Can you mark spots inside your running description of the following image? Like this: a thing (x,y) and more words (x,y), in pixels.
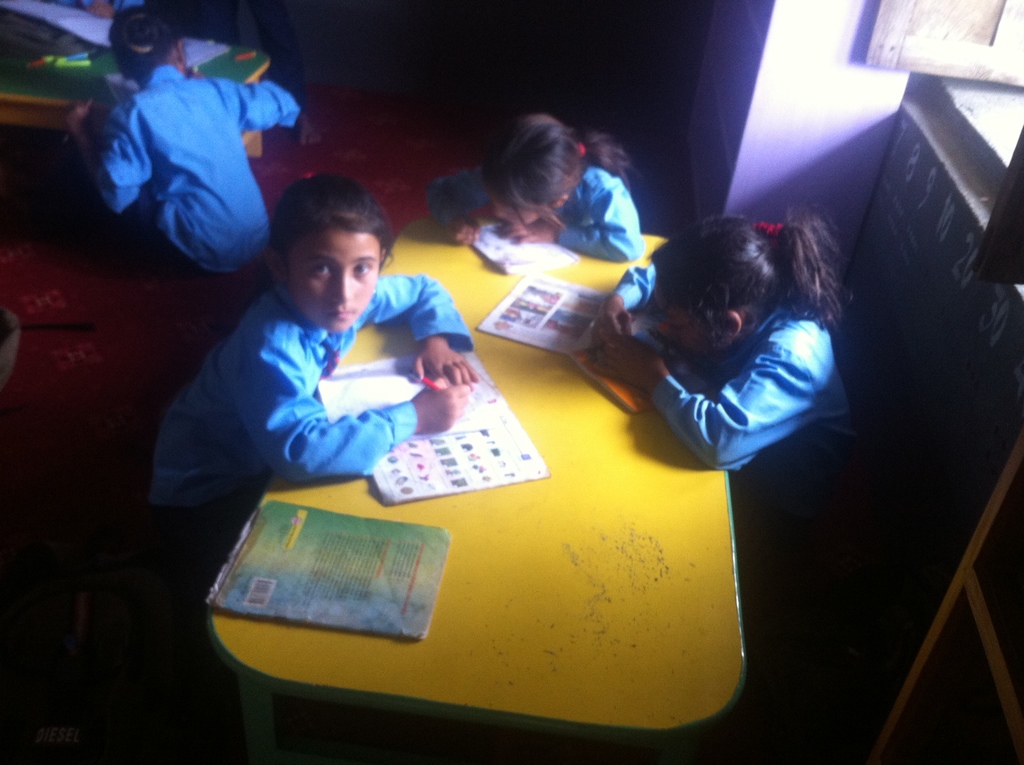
Three children (300,215) are sitting around table (489,629) and writing in their books (448,454) they wear blue color dress (322,439).
